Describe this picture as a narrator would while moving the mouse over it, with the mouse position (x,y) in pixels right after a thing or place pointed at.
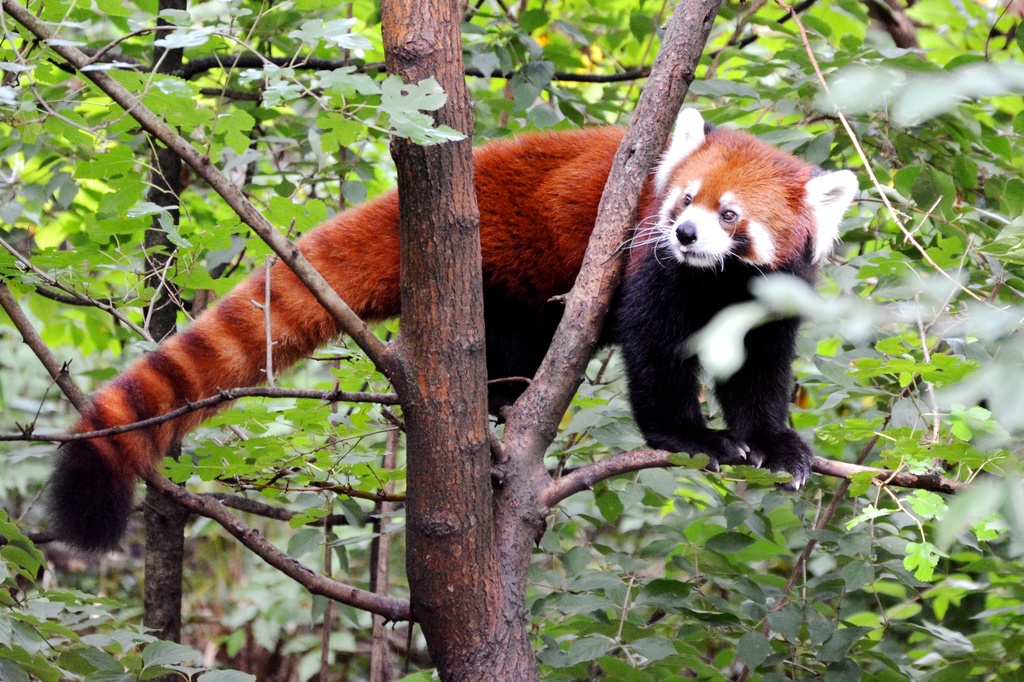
In this image we can see there is an animal (498,266) on the tree (407,534).
